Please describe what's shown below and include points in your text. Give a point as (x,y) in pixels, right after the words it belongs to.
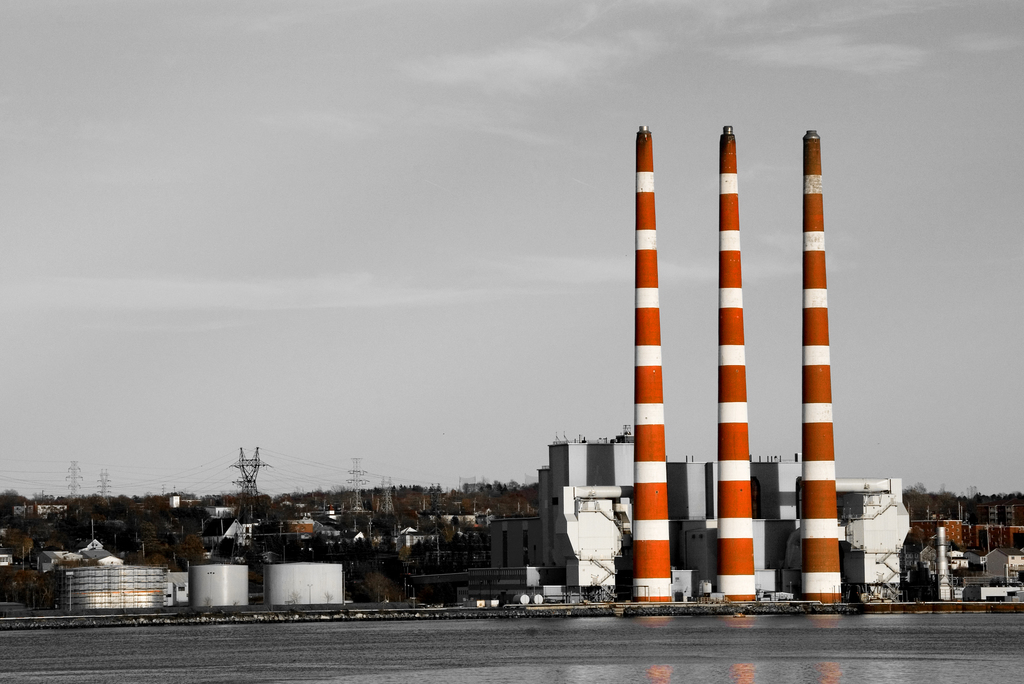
In this image I can see on the right side (729,533) it looks there are exhaust pipes (741,444). On the left side (300,580) it looks like there are containers (289,592), at the back side (393,562) there are trees (393,562) and electric poles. At the top (445,143) it is the sky (300,481), at the bottom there is water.
